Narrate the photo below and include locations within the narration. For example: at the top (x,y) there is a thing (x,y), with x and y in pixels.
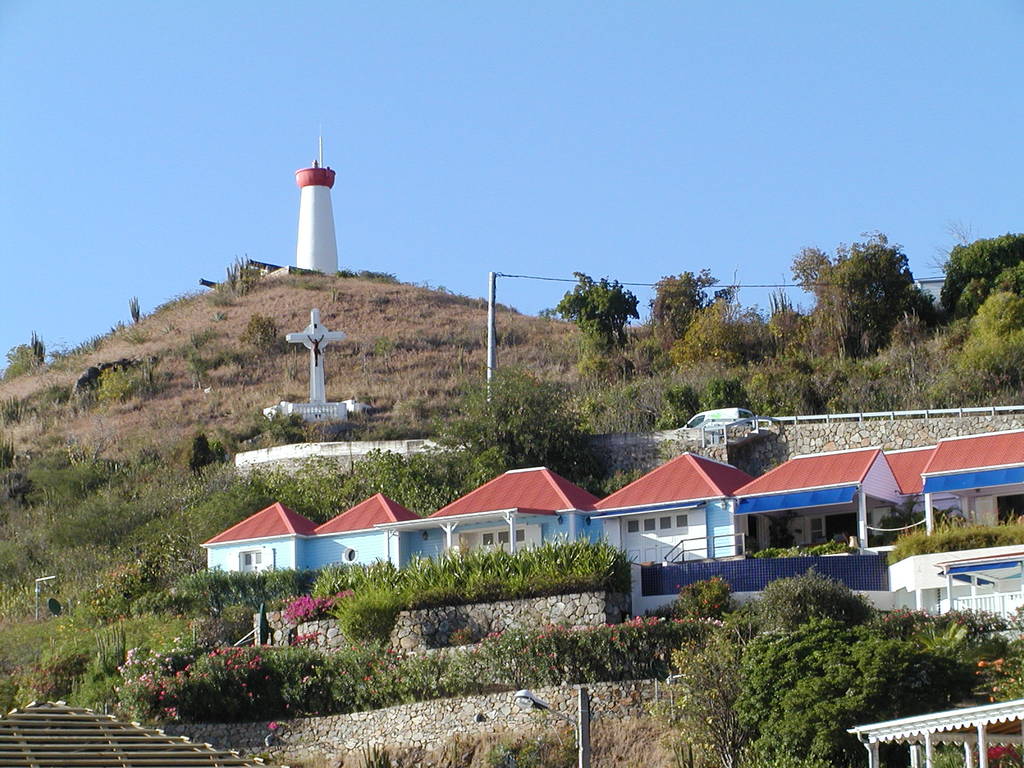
In this image there is a statue (318,375) on the land (170,433) having plants (255,442) and trees (591,415). Bottom of the image (585,736) there is a street light (586,755). Behind there is a wall (565,710). Right side (714,509) there are houses (323,559). Behind there is a wall (773,442). There is a vehicle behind the wall (756,448). There is a pole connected with the wire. There is a tower (317,239) on the hill (250,321). Top of the image (236,252) there is sky (586,118).
